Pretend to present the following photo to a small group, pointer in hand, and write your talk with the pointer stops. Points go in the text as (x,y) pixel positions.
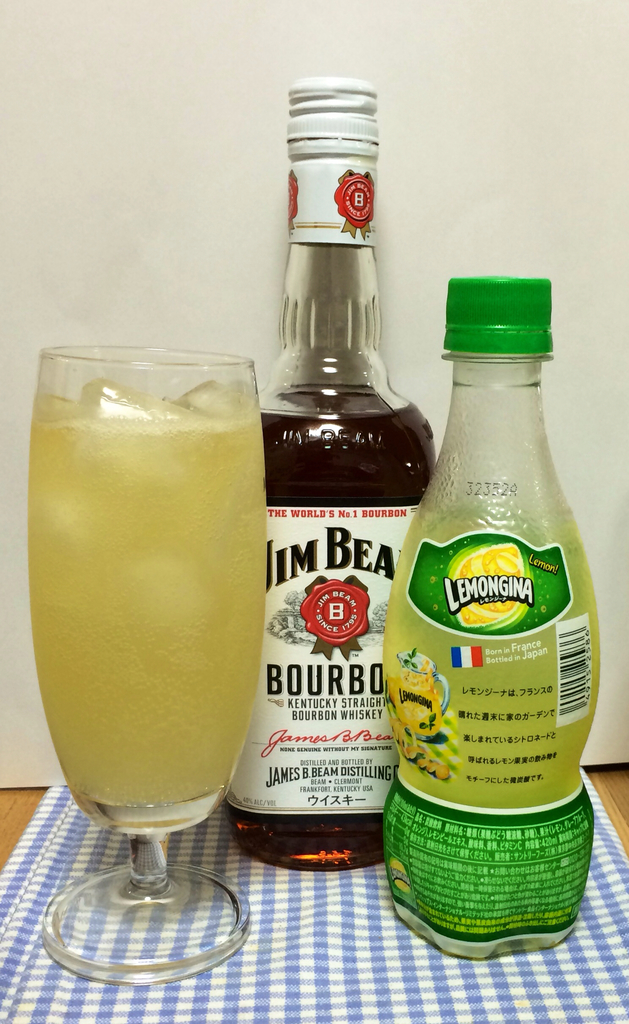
As we can see in the image there are bottles (362,445) and glass (177,708).
